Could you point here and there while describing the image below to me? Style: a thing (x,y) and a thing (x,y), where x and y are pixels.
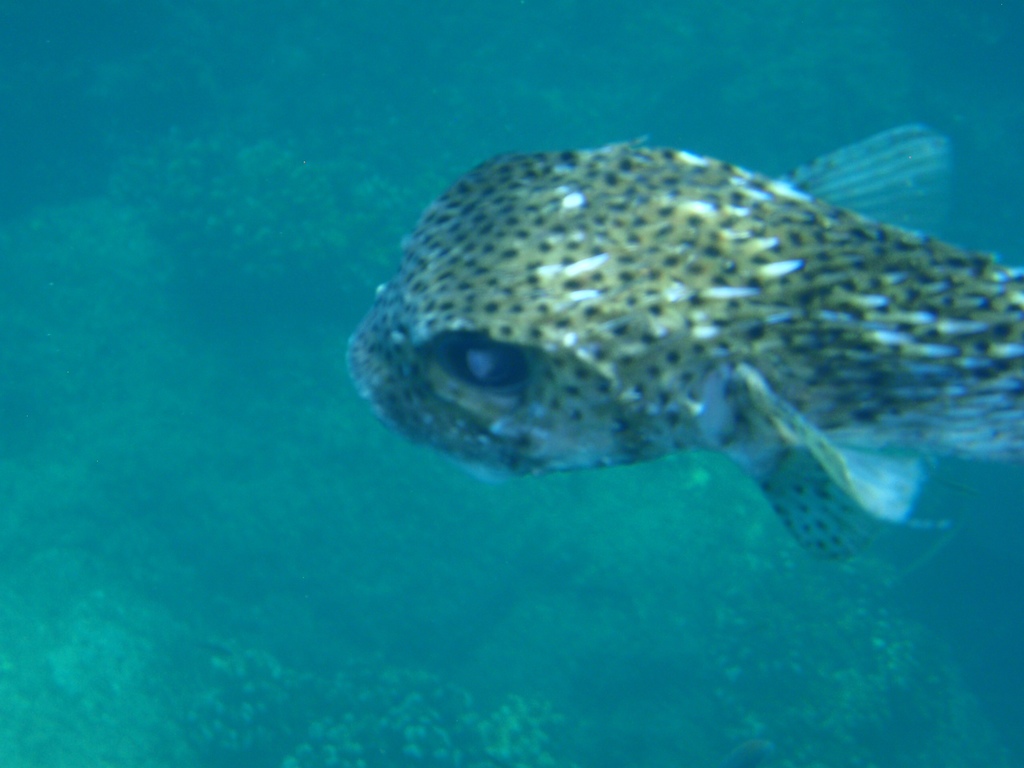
We can see a fish (623,305) in the image and aquatic plants (258,213) in the water (261,137).
